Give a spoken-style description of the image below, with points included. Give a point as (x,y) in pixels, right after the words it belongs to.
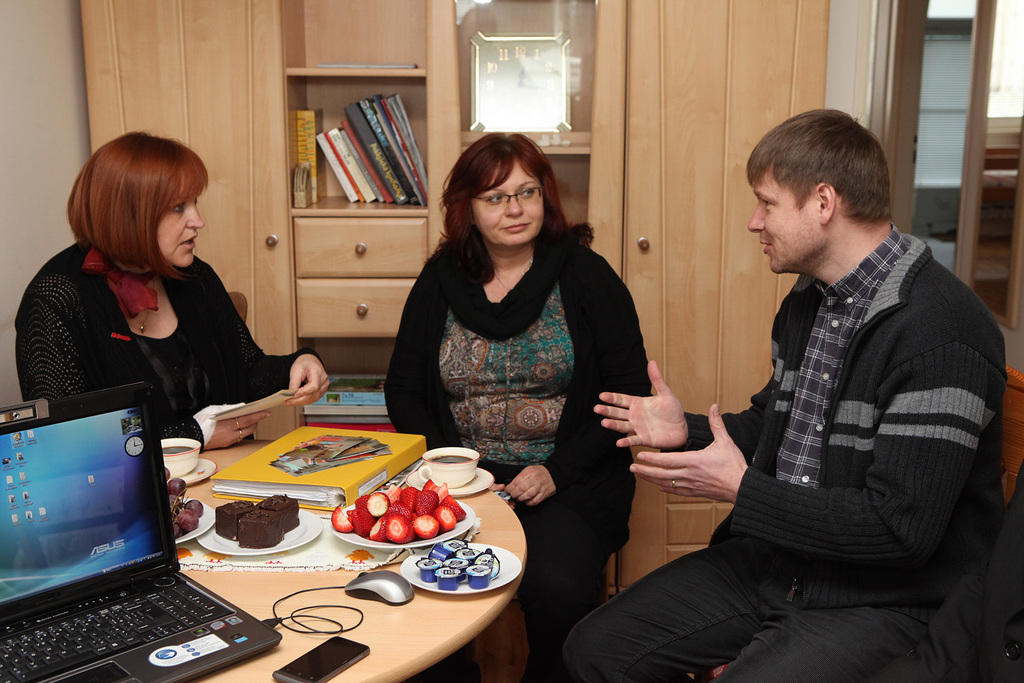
In this picture we can see two women (545,255), sitting on a chair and listening to the man (780,374) sitting beside and speaking. In the front (393,542) center there is a table (377,552) with some cakes (270,532), strawberries (427,515), books (276,494) and laptop (146,495). In the background (318,174) there is a brown wooden wardrobe (205,96) with books (352,179).
